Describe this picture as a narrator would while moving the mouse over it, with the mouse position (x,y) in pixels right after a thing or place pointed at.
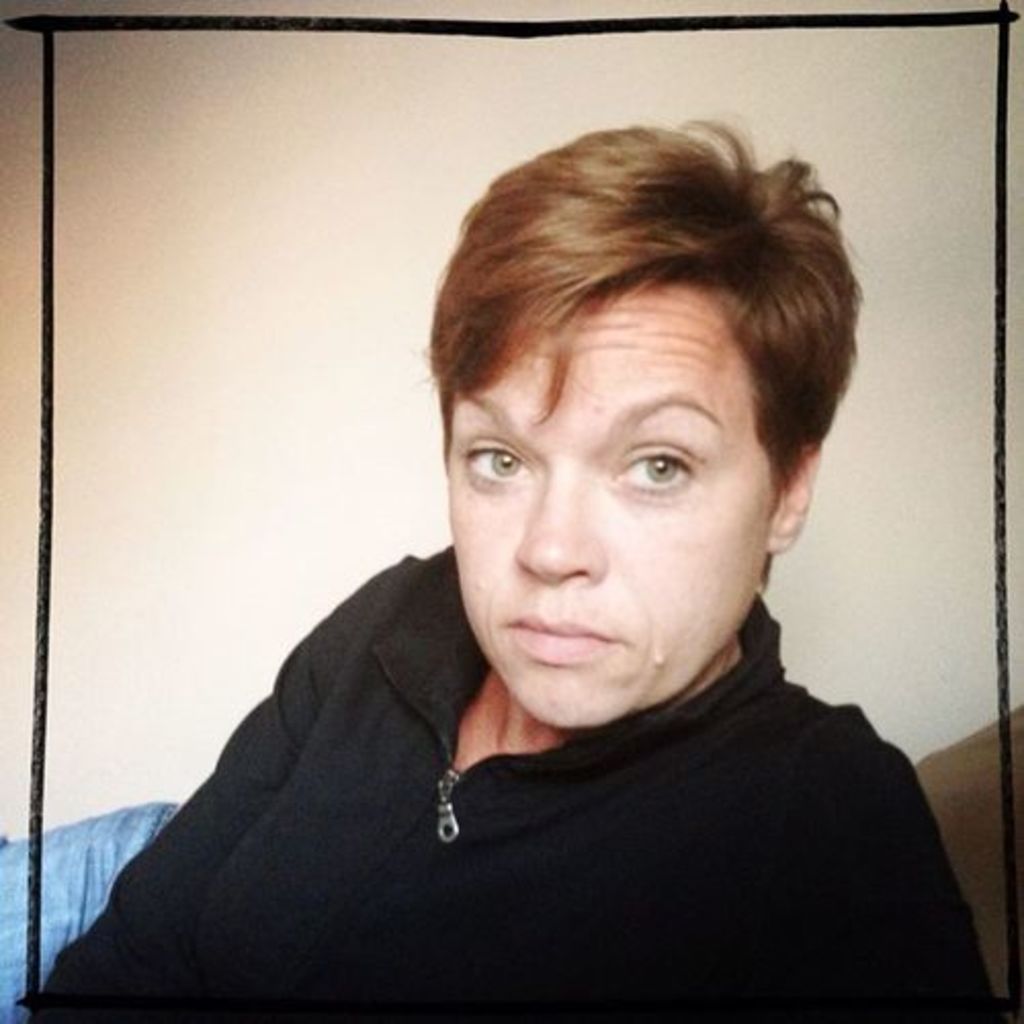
In this picture there is a woman (727,392) who is wearing black jacket (553,907). She is sitting on the couch (1011,923). In the back (346,299) there's a wall (308,395). On the bottom left corner (102,872) we can see a person's leg (76,886) who is wearing jeans (91,833).
